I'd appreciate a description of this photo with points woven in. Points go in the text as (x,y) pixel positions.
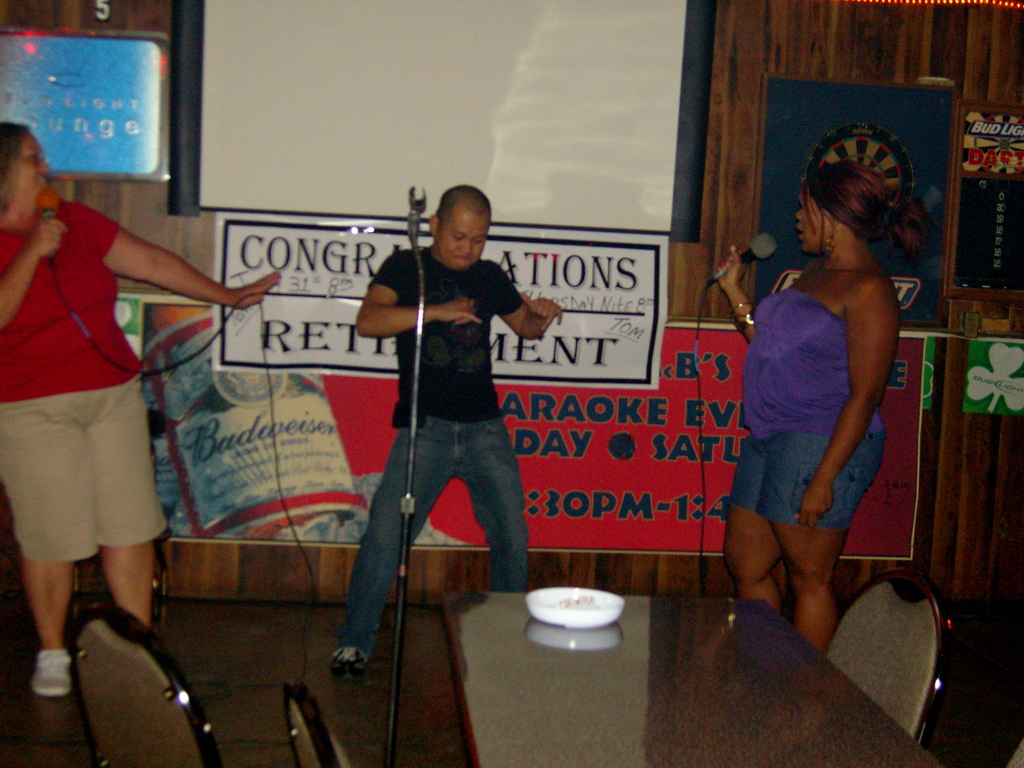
Here in this picture we can see three persons (755,373) standing on the floor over there and the person (483,317) in the middle (472,322) is dancing and the women (131,263) on either side are singing song with microphone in their hands (48,251) and behind them we can see banners (276,268) present and we can see a projector screen (226,131) present on the wall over there and in front of them we can see a table (468,653) and chairs (183,744) present over there and on that table (614,662) we can see a bowl (591,603) present over there.
